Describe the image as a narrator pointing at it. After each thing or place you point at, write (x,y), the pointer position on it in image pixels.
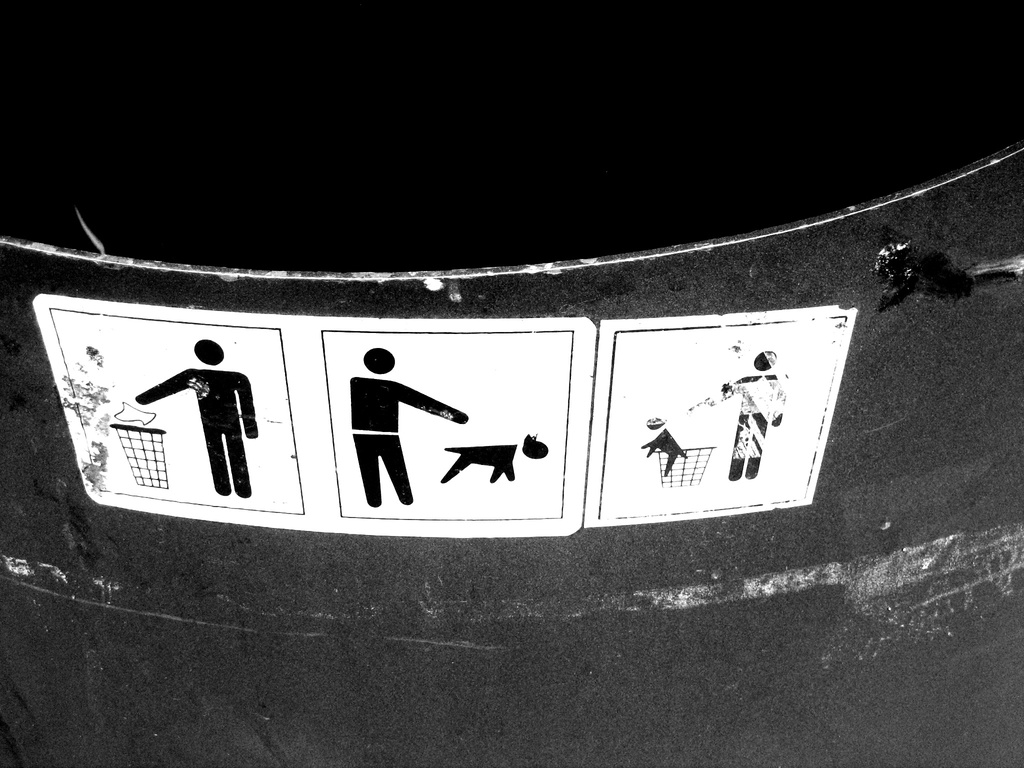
In this picture it looks like a dustbin (960,393) and I can see few animated posters (301,407) pasted on it.
